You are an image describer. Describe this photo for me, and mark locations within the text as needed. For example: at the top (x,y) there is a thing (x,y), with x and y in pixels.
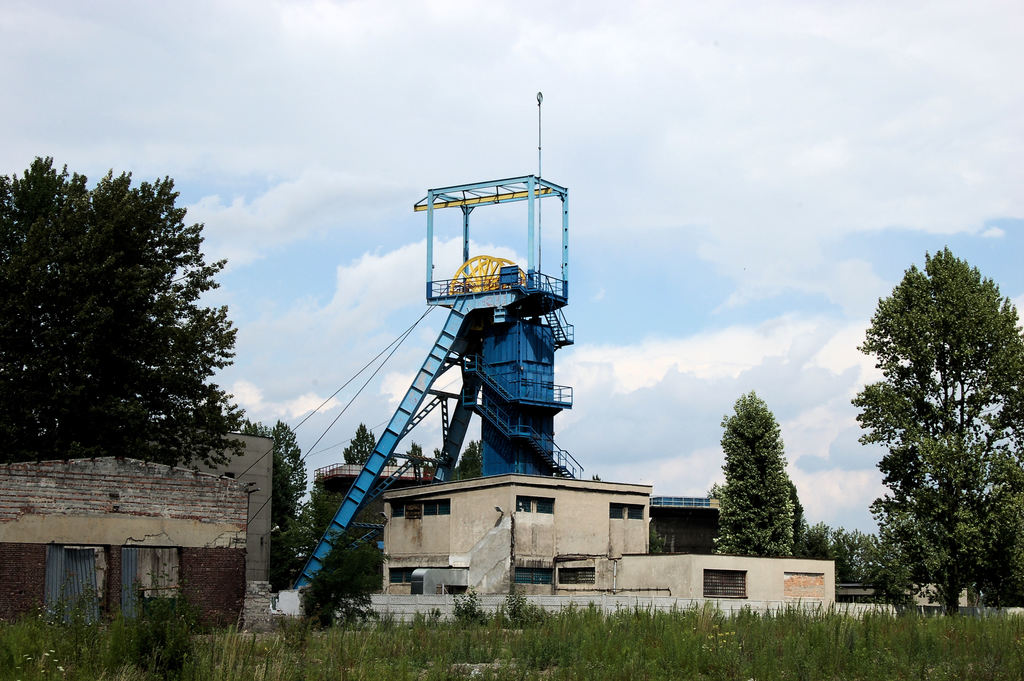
In the center of the image (453,325) there is a blue color tower (519,354). There are ladders (502,412). There are buildings (650,584). At the bottom of the image (515,633) there is grass (767,661). In the background of the image (830,529) there are trees (769,483). There is sky (713,128) and clouds (655,118).
